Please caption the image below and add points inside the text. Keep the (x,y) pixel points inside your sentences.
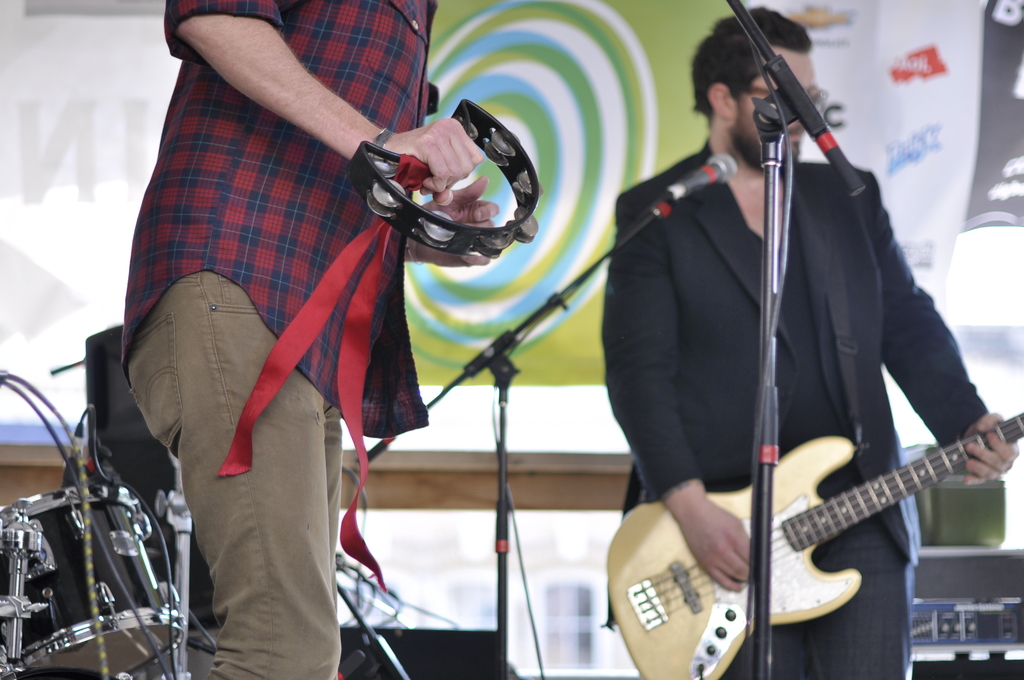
In this picture there are two people (272,327) playing musical instruments (377,178), both of them having mics (726,163) placed in front of them. In the background (58,571) we observe few musical instruments (66,530), sound boxes (955,626), posters (947,199) hanged to the wall (555,144). There is also a brown color table (518,462) in the background (484,478).
